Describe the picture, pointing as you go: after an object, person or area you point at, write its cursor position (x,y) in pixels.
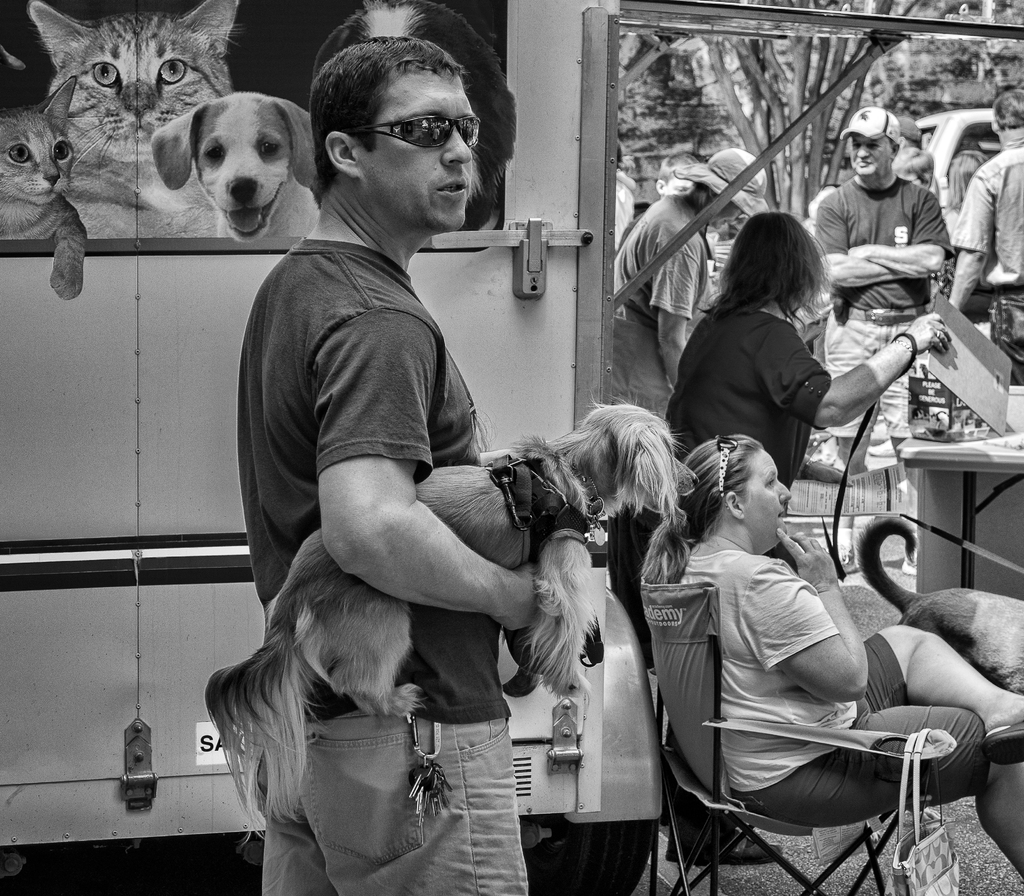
This picture is a outside. In the center (356,353) there is a man (376,373) wearing t-shirt (369,365), holding a dog (453,507) and standing. On the right (775,535) there is a woman (777,674) sitting on the chair (771,828) and an animal (968,615) on the ground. On the right corner (939,472) there is a table (999,451) on the top of which box (952,394) is placed. On the left (196,313) there is a vehicle (196,369) on which a poster (269,23) of cats (199,71) and dogs (421,35) is attached. In the background (1001,158) we can see the group of person (851,195) standing.
